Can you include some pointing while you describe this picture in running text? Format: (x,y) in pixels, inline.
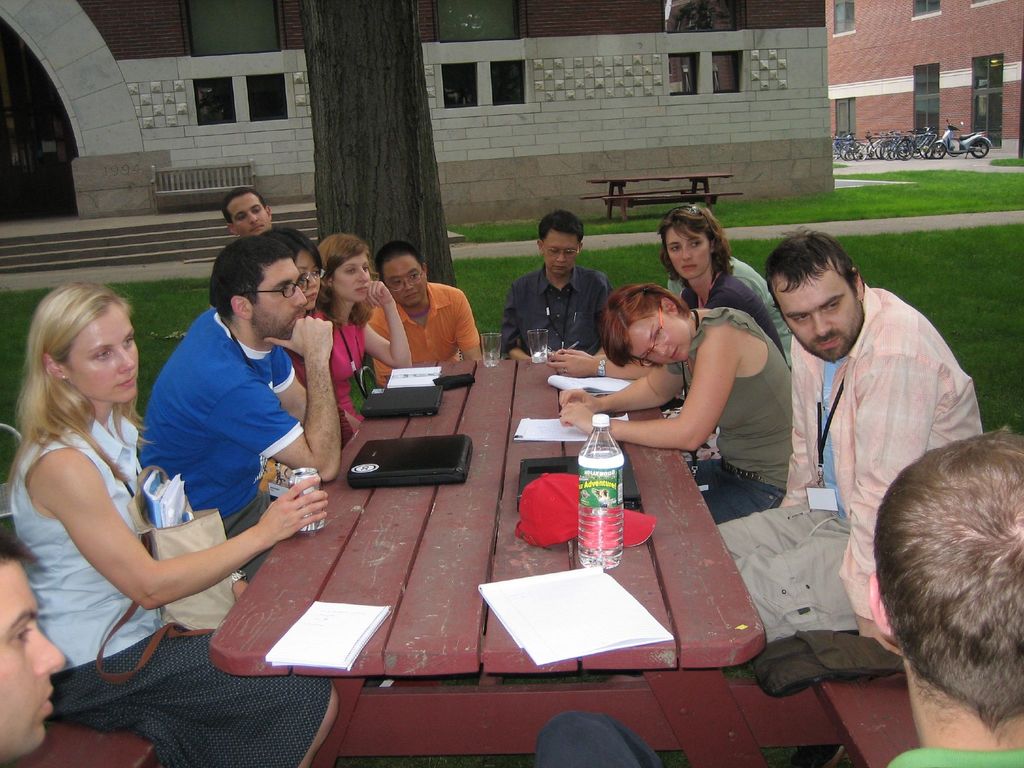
In this picture there are group of people (424,317) who are sitting on the chair (816,685). There is a bottle (579,524), red cap (561,509), papers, laptop (432,411), black wallet (453,385), glass (495,359) on the table (484,582). There is a bench (659,202), some grass (926,261) on the ground (950,264). To the right (889,137) There are few vehicles (889,143) on the path (908,162). There is a building (808,83) and a tree (430,172).
